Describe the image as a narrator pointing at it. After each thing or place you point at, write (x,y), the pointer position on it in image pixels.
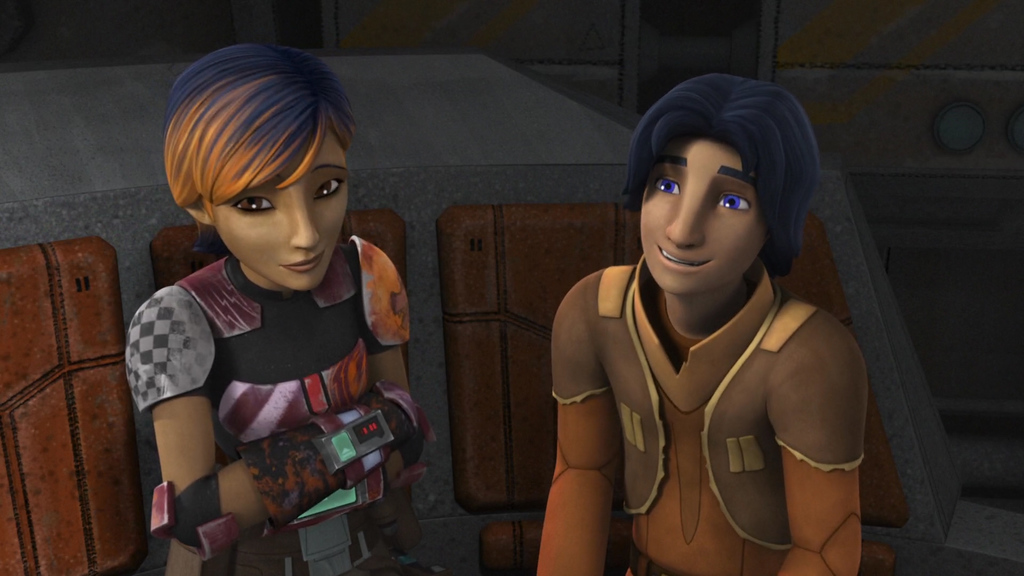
This image is an animated image. In the background (884,113) there is a wall (899,125). On the left side of the image (251,222) there is a woman (235,346). On the right side of the image (720,364) there is a man (668,400).
